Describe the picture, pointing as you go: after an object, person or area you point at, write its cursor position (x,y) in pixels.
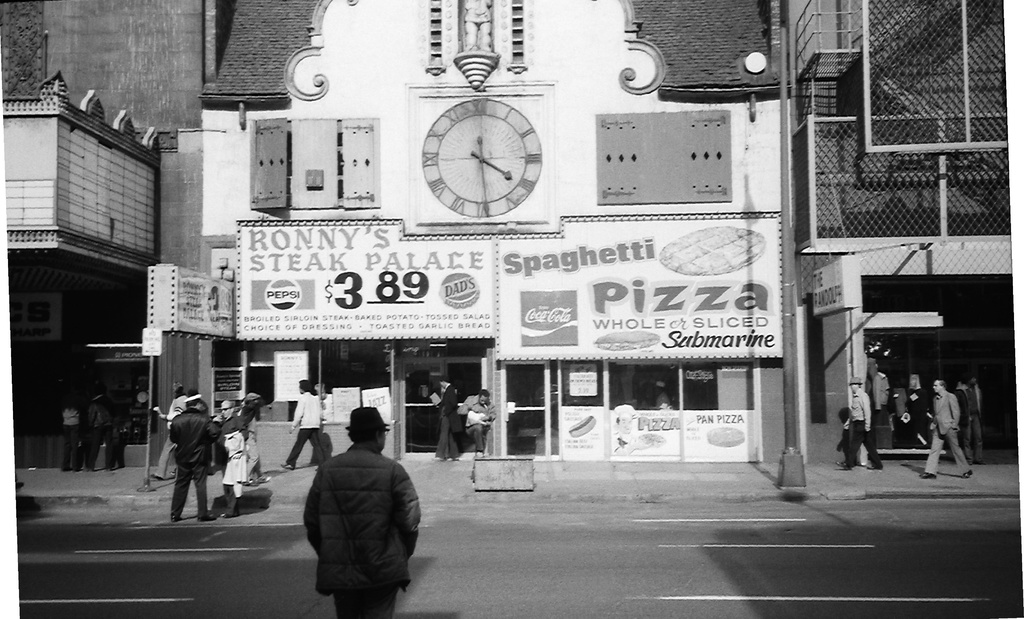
This is a black and white picture. I can see group of people (392,470) standing, there are poles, boards (489,241), clock (485,157), and there is a building (821,394).
